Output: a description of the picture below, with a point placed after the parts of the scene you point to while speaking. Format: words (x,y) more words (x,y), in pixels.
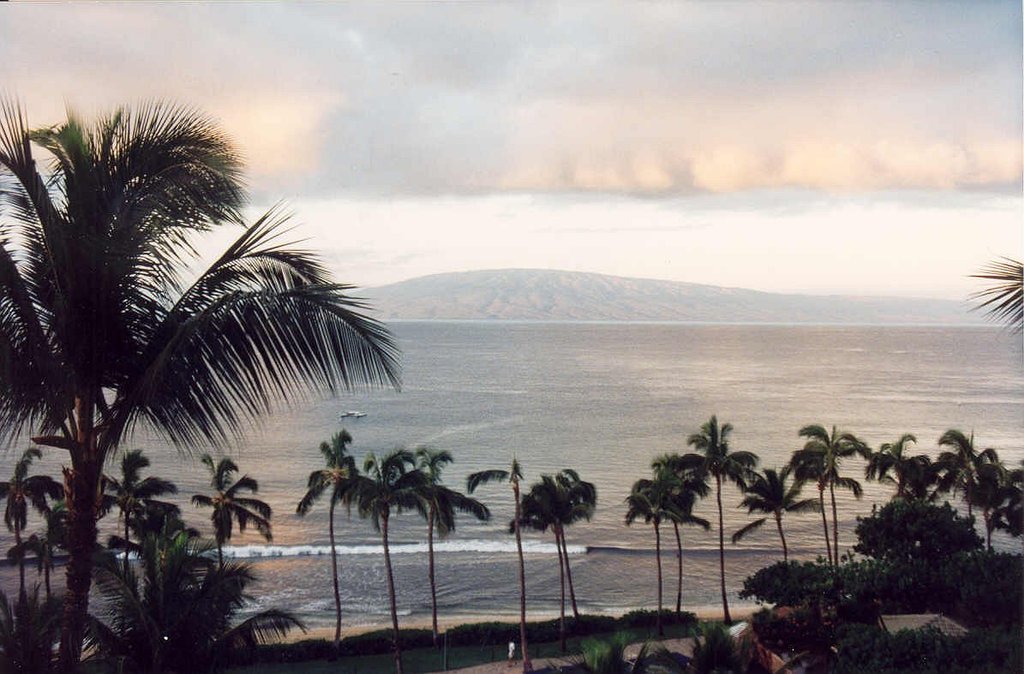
In the image there are palm trees (430,542) in the front (833,535) and behind there is a boat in the middle of ocean (782,456), in the background (551,287) it seems to be a hill (935,320) and above its sky (500,148) with clouds (621,164).
